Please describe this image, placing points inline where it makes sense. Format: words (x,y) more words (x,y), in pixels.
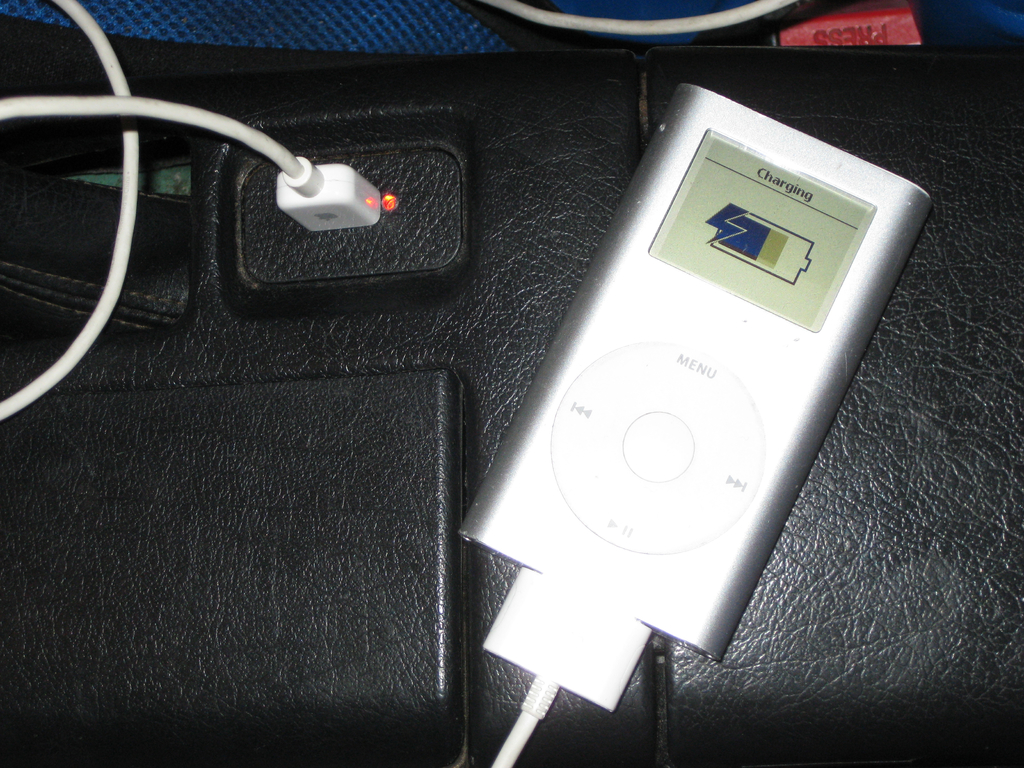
In this picture we can see iPod (719,624), charger (604,624), wire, socket (428,223), led light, button (867,35) are there.
